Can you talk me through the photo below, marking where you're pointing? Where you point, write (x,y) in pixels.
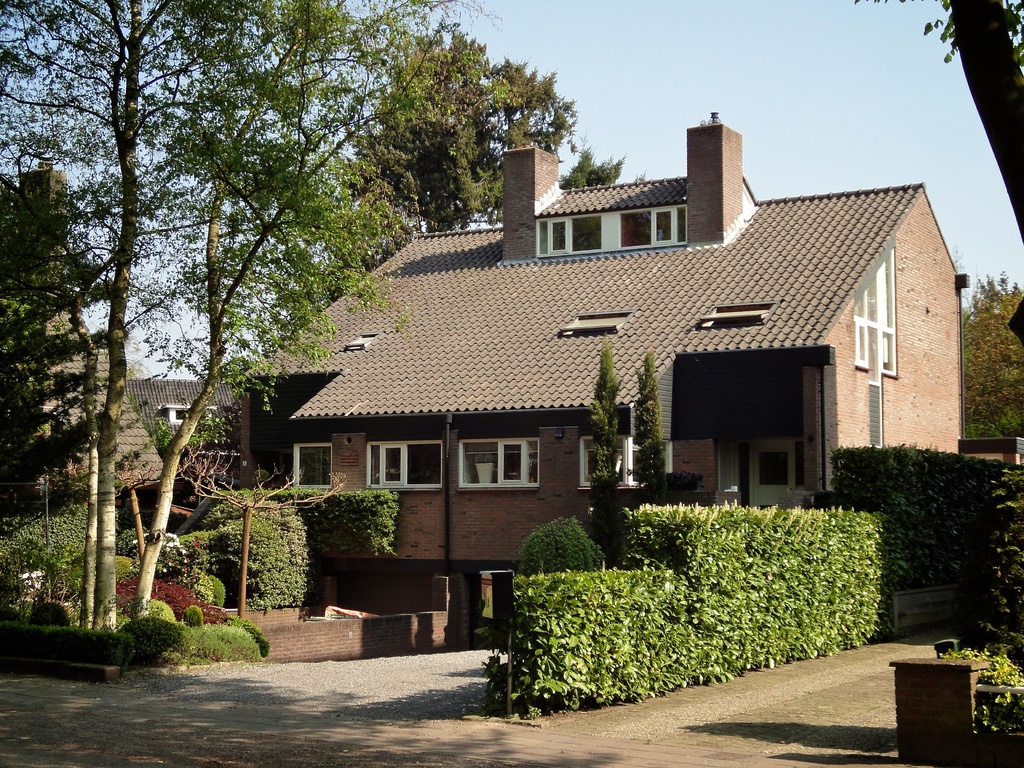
This image is taken outdoors. At the bottom of the image (267,718) there is a ground (490,744). At the top of the image (714,60) there is the sky (765,90). In the middle of the image (521,303) there are a few houses (721,427) with walls (552,469), windows (380,471), doors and roofs (397,340). There are a few trees (381,243) and many plants (640,575) on the ground (203,708).
